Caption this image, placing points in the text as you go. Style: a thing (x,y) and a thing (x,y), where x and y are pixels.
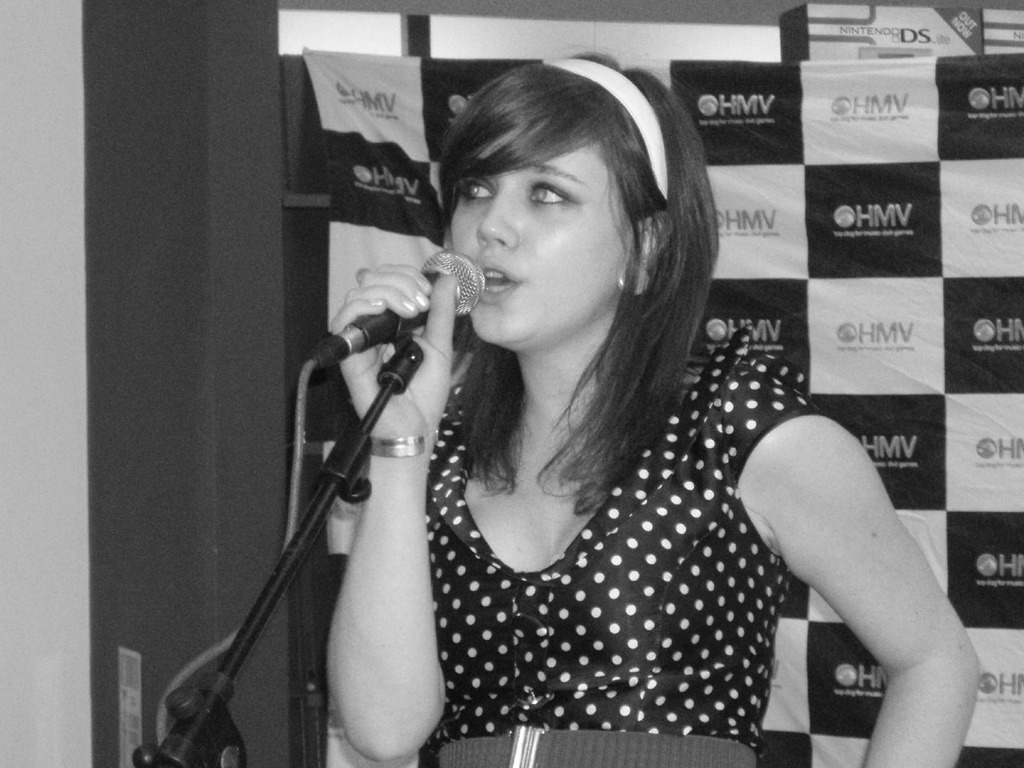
Here we can see a woman (412,574) with a microphone (356,330) in her hand (434,331) singing and behind her there is a banner (742,268).
